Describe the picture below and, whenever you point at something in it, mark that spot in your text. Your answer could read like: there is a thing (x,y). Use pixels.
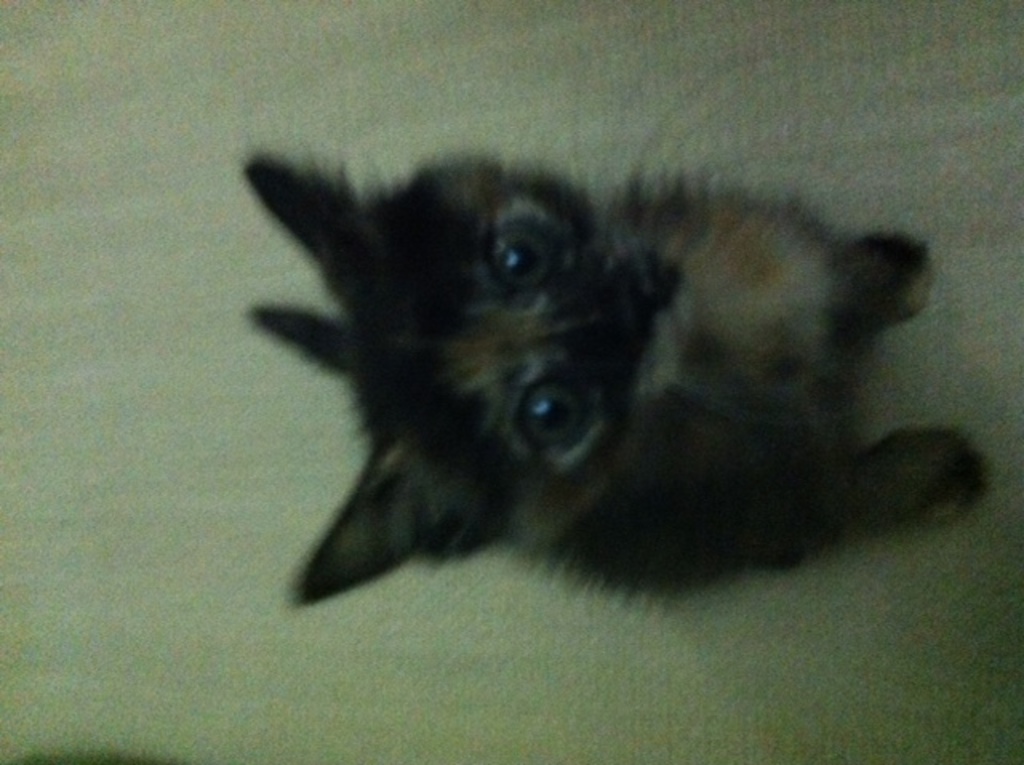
In this image I can see a cat (615,454) in black and brown color. It is on the green color surface (701,128).
